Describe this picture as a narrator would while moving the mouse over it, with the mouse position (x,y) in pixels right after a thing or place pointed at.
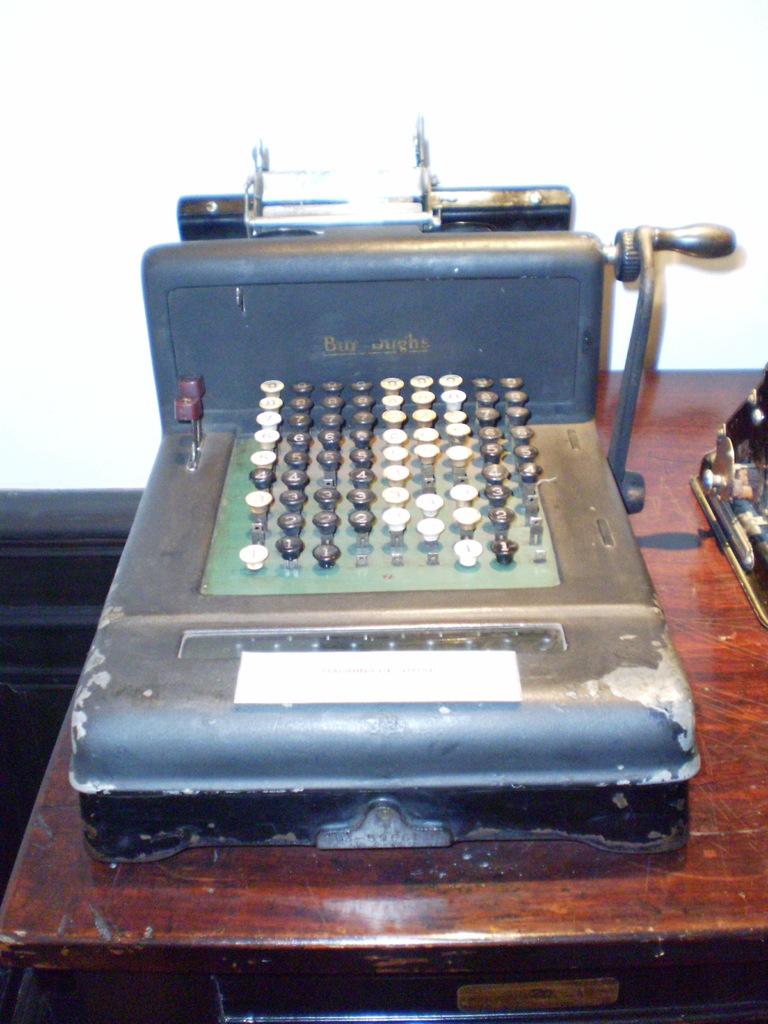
At the bottom of the image (310,863) there is table (760,773), on the table (54,754) there is a machine (154,545). At the top of the image (376,142) there is wall (72,150).
